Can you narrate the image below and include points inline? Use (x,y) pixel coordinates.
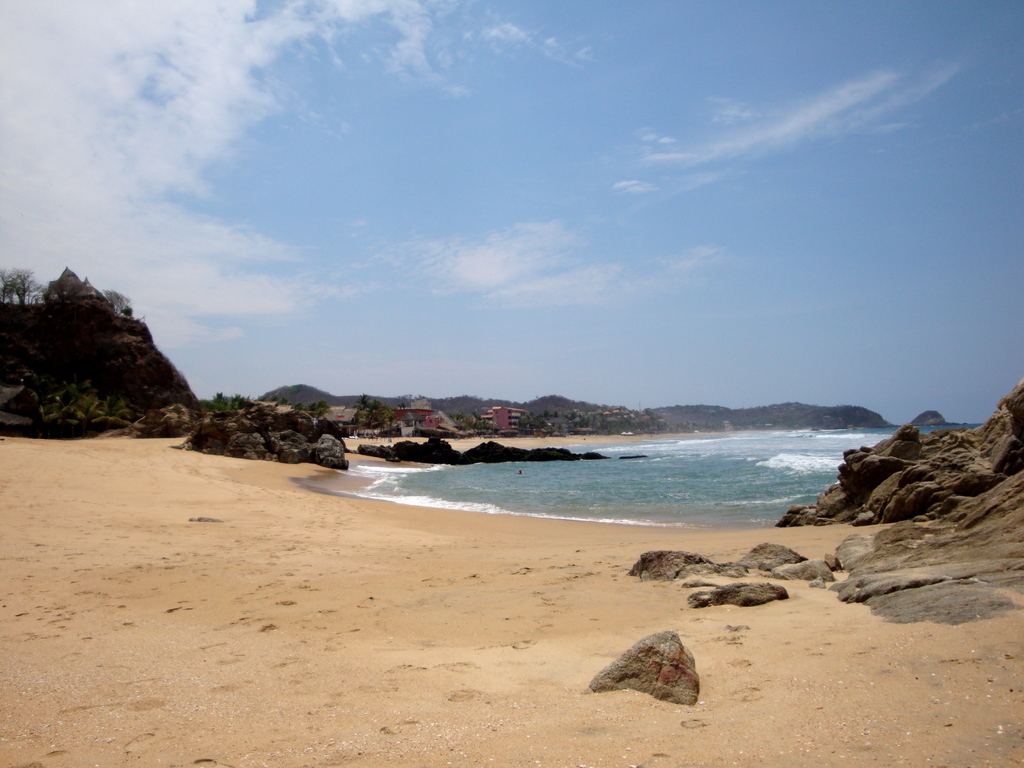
At the bottom of the picture (225,624), we see the sand (216,644). On either side of the picture, there are rocks (31,378). In the middle of the picture (602,487), we see water (597,495) and this water (624,485) might be in the sea (671,486). There are buildings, trees (569,426) and hills (554,400) in the background (554,400). At the top (253,216), we see the sky (455,224).
